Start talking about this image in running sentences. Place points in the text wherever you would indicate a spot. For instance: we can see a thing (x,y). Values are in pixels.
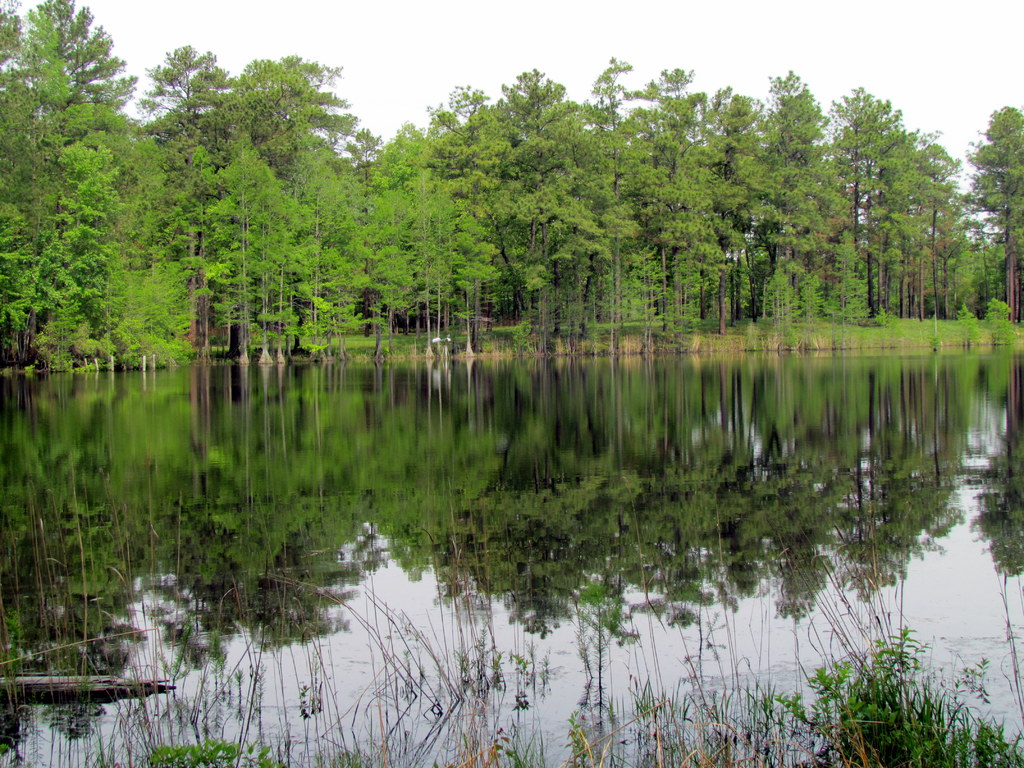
In this picture I can see trees (430,205), water (780,411) and a cloudy sky (691,63).
